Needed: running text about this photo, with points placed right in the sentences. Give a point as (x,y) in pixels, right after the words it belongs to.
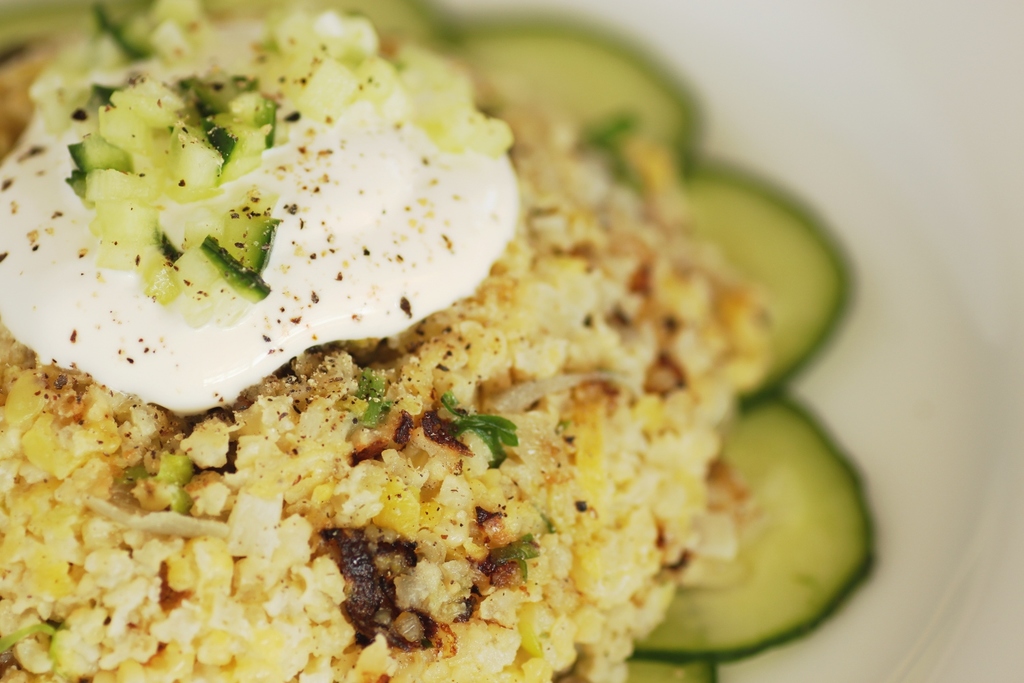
Here in this picture we can see some food item (461,324) present on a plate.
